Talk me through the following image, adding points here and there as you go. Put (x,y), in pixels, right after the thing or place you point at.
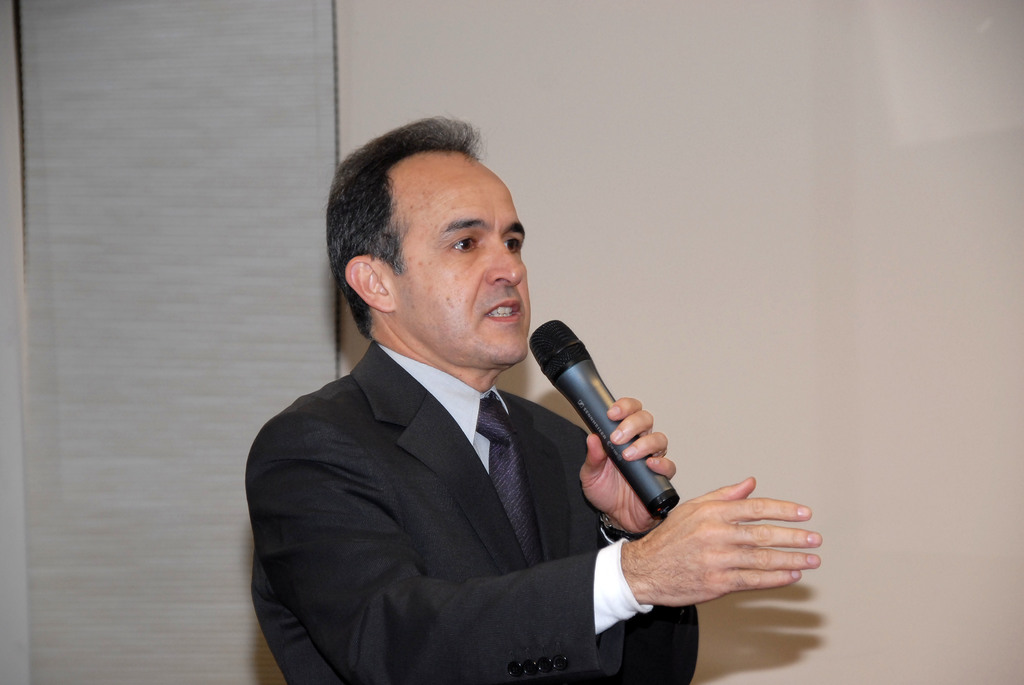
In the picture there is a man (668,556) he is wearing black color coat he is holding mike (547,353) in his left hand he is speaking something, in the background (602,188) there is a cream color wall (724,107).
